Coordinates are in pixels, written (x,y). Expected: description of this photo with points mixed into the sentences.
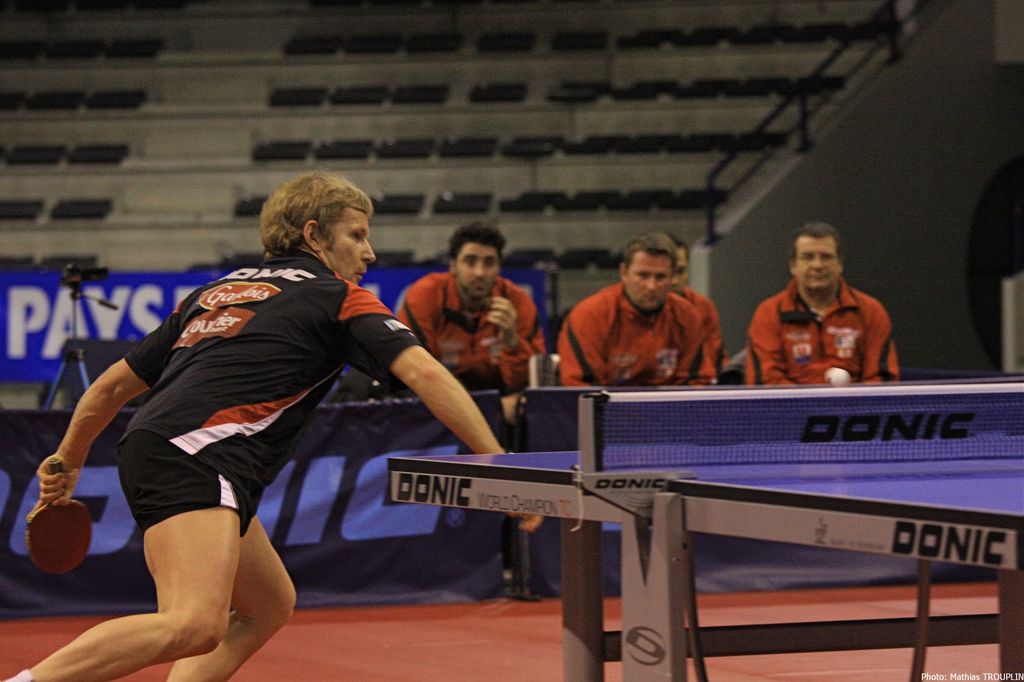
In this image a man (142,531) holding a table tennis bat (58,524) in his hand (62,476), in front of him there is a table tennis board (856,524), in the background (636,343) four persons (655,336) are sitting on chairs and there are chairs (716,30).
